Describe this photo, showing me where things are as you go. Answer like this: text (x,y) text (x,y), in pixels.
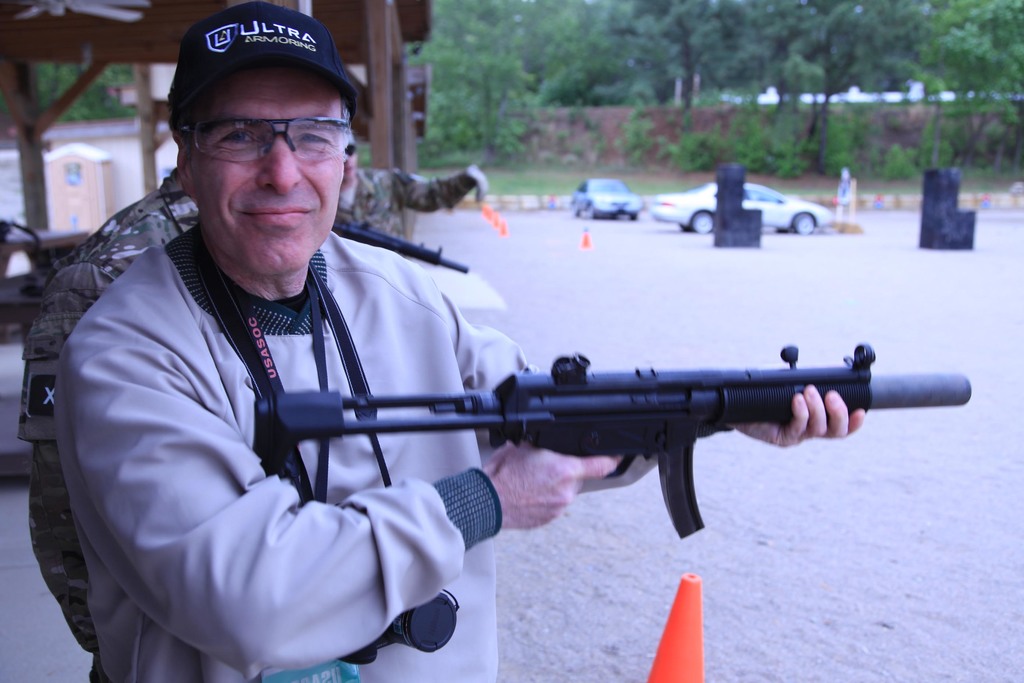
In the foreground of the picture (273,427) there is a man (357,512) holding a gun (671,422), behind him there are soldiers (360,202). The background (893,150) is blurred. In the background (627,72) there are cars (702,189), trees (660,92), plants (467,158), grass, wall (559,119), buildings (383,116) and wooden roof (359,50).
